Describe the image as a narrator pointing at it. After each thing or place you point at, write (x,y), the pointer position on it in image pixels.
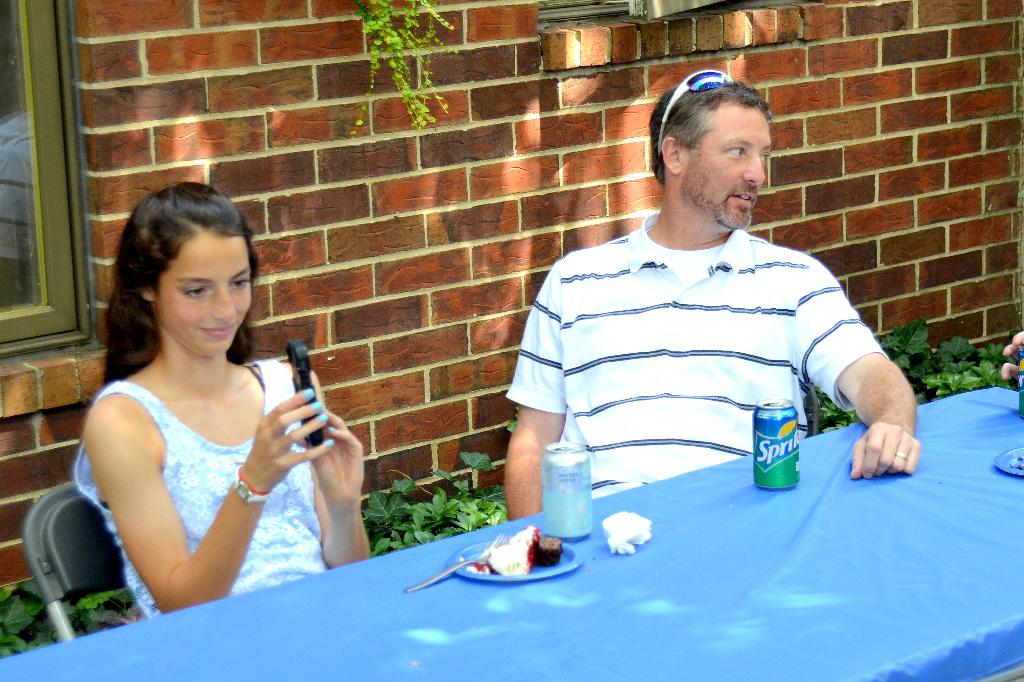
these two persons (564,360) sitting on the chair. on the background (351,105) we can see wall (509,370), glass window (21,140). This is table (675,569). On the table (701,565) we can see tins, paper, plate (568,563), cake (547,558), fork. This is plants (942,357). This person (757,106) wear glasses (674,100). We can see chairs (100,575).
